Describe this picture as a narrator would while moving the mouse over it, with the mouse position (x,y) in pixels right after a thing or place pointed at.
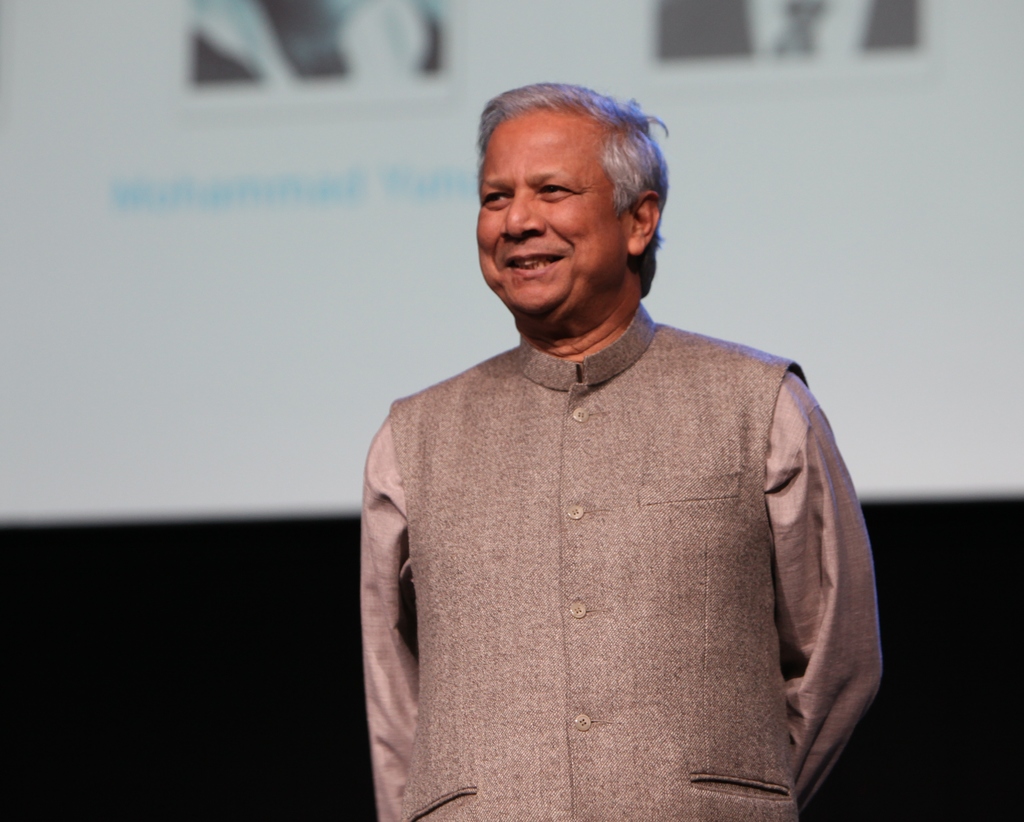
In the picture there is a man (574,437) standing in the foreground (472,578), he is smiling and the background of the man (556,291) is blur.
